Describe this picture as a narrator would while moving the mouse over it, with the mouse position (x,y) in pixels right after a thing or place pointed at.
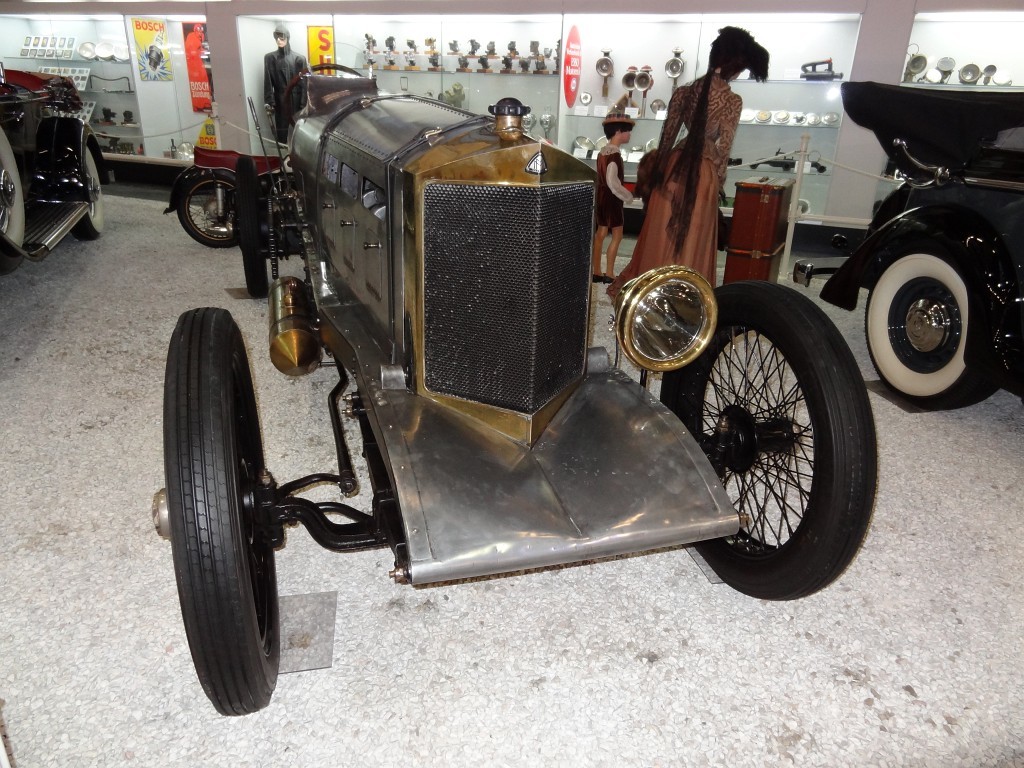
In this picture we can observe a vehicle (367,322) which is in silver color on the floor (94,590). We can observe some vehicles (190,181) in the showroom (146,335). In the background (571,101) we can observe cupboards (752,101) in which we can observe some accessories (64,69) placed. We can observe mannequins (295,97) in this picture.
